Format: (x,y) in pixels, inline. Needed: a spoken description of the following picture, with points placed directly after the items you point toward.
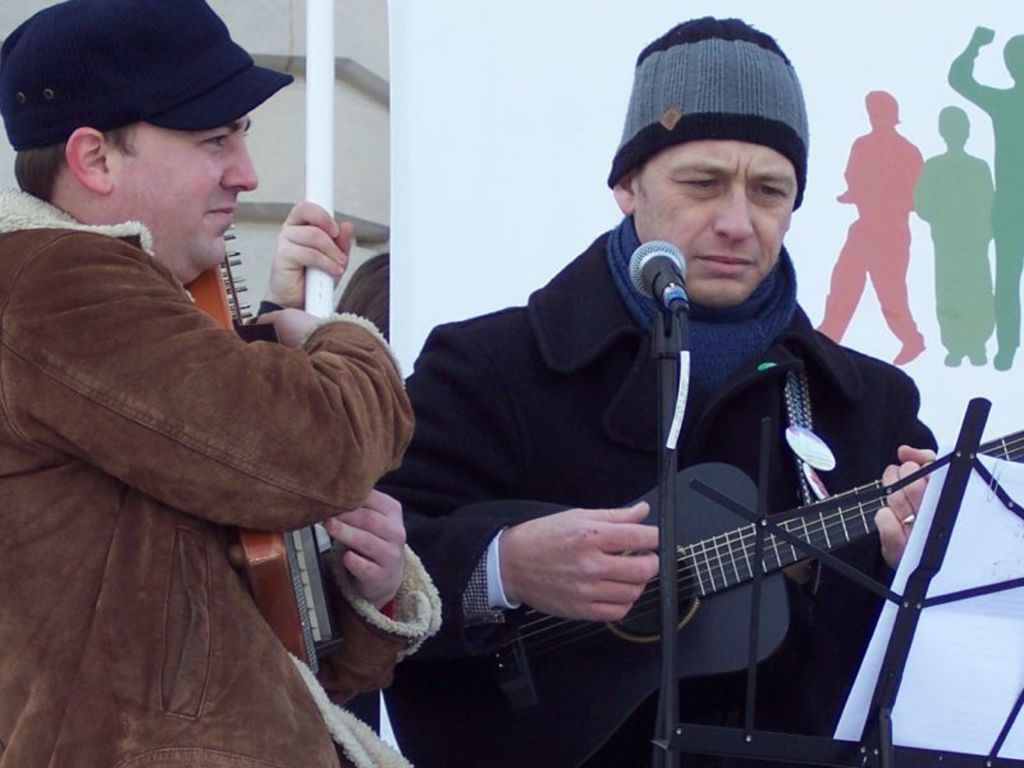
There are two men (461,338) holding musical instrument (732,626) in their hand (575,589). On the right (683,371) there is a microphone (675,303) with stand (673,383) and a book pad stand (907,651). In the background (383,255) there is a person (349,241) and a banner (847,200).
